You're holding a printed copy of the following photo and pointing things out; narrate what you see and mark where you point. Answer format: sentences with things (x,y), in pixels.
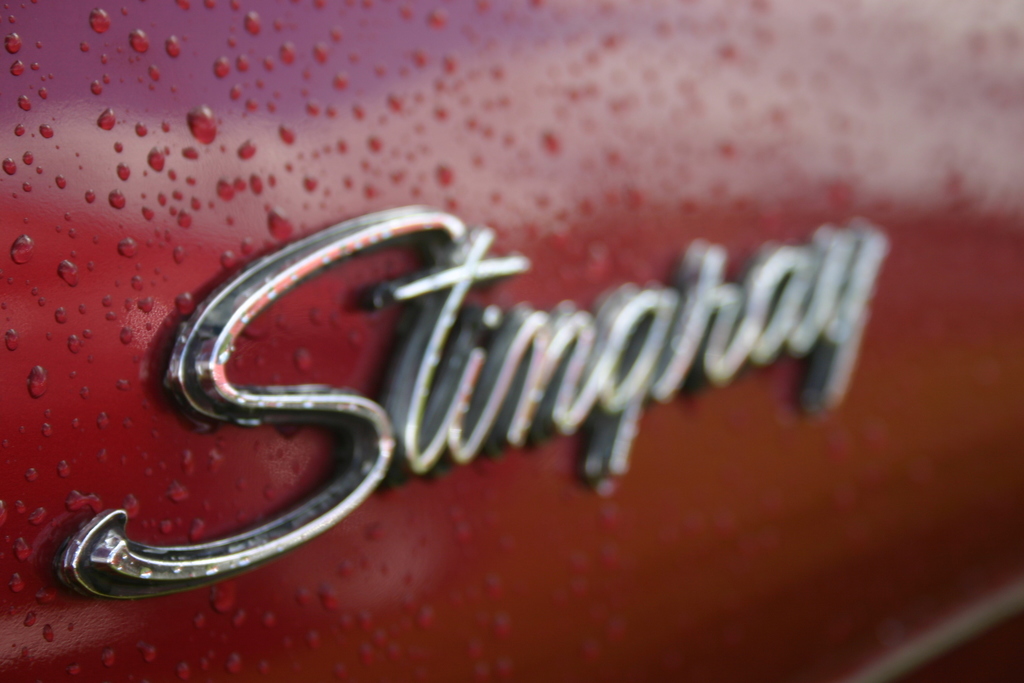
In this picture there is a name (97,560) in the center of the image (358,228), on a car (858,430), which is red in color.
